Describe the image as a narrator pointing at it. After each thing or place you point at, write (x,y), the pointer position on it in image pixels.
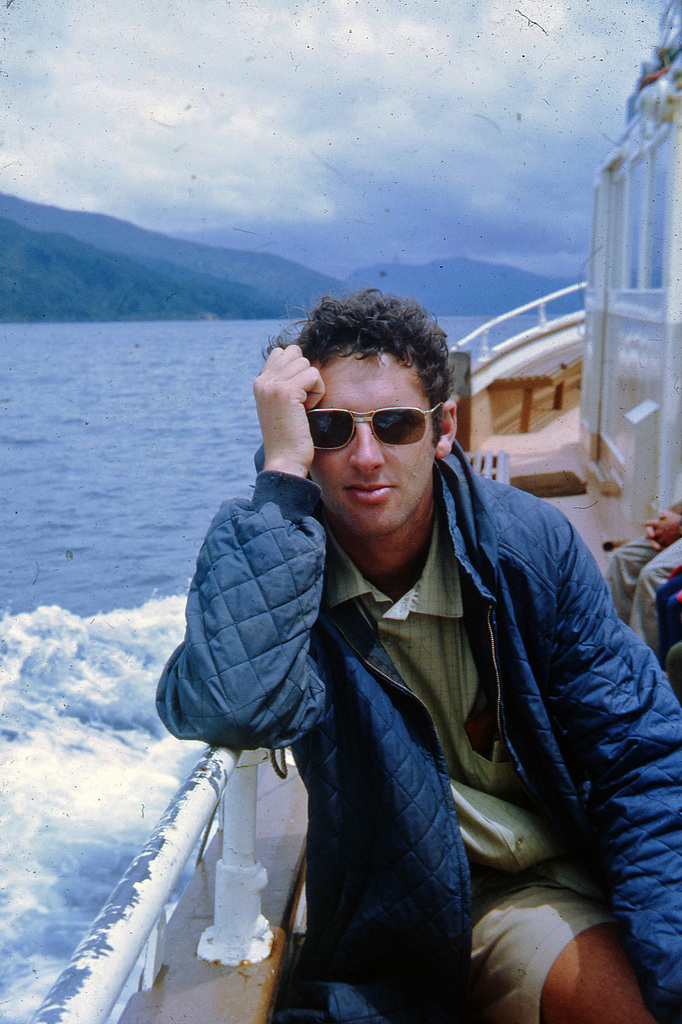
In this image a person (508,573) wearing a blue jacket (561,776) is sitting on the boat (611,538). Right side (633,579) few persons (646,597) are sitting in the boat (600,492). There are few benches (503,468) in the boat (501,406). Beside there is water (100,547) having tides (112,689). There are few hills (175,247). Top of image (264,143) there is sky (217,124).
